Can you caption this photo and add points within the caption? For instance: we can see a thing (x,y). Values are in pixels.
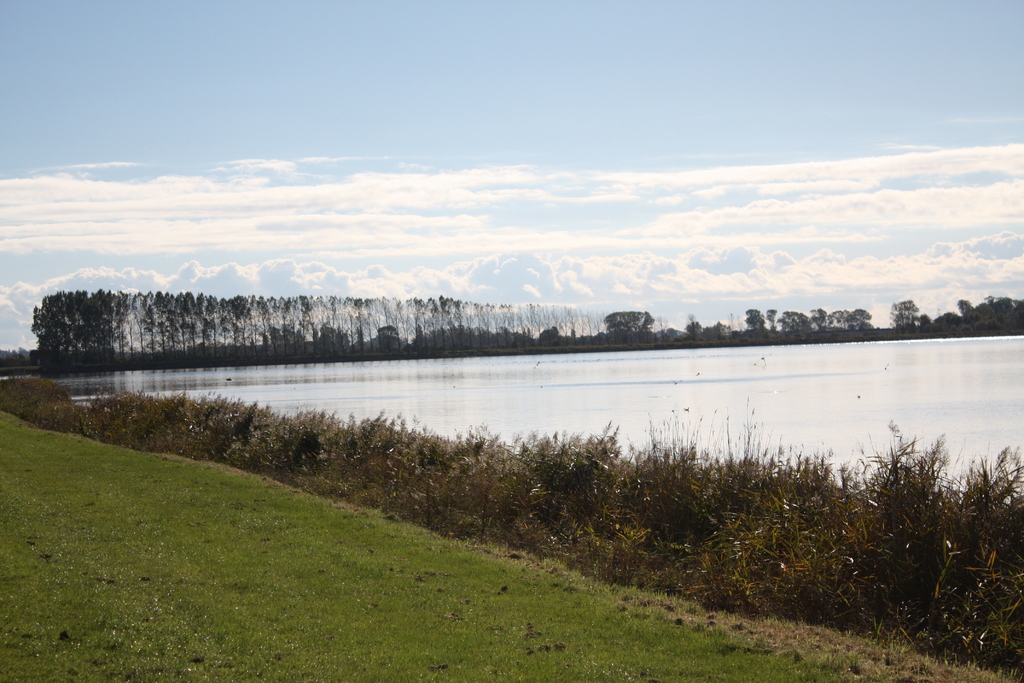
In this image we can see the water (713,368) and there is some grass (399,677) on the ground (429,530) and we can see some trees (301,324) in the background (999,305) and at the top (608,111) we can see the sky (563,63) with clouds (250,202).
